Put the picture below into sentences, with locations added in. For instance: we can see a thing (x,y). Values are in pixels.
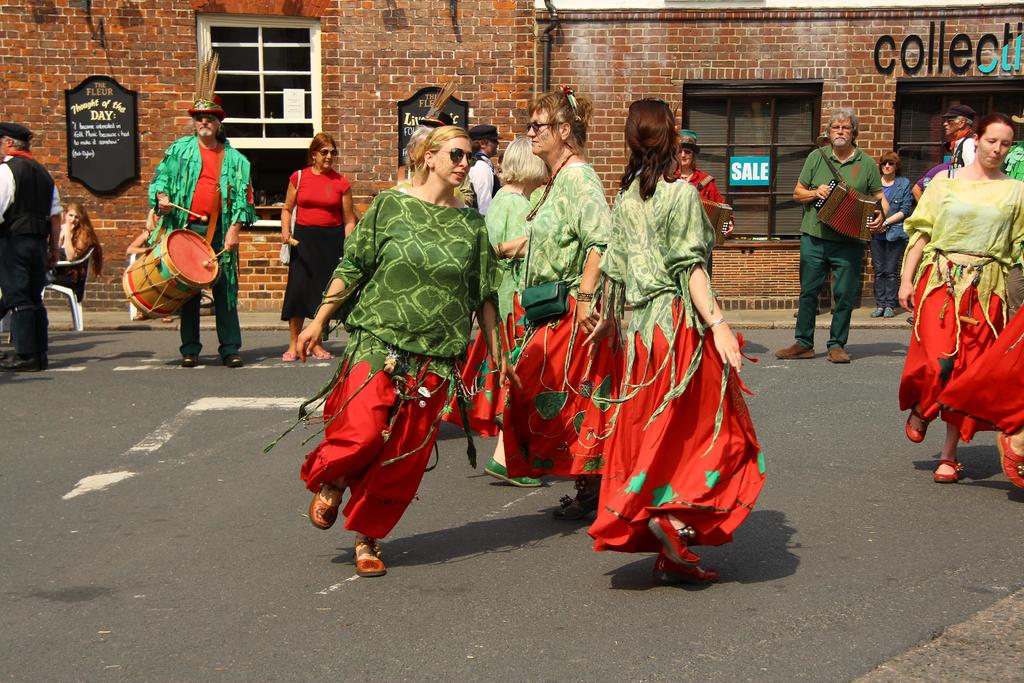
In this picture we can see a group of woman (626,246) dancing on road (809,557) and in background (812,191) we can see some persons (225,171) playing drums (165,255), accordion (718,218) and looking at them and here we can see wall (574,54), pipe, window (271,44), poster (119,178).
